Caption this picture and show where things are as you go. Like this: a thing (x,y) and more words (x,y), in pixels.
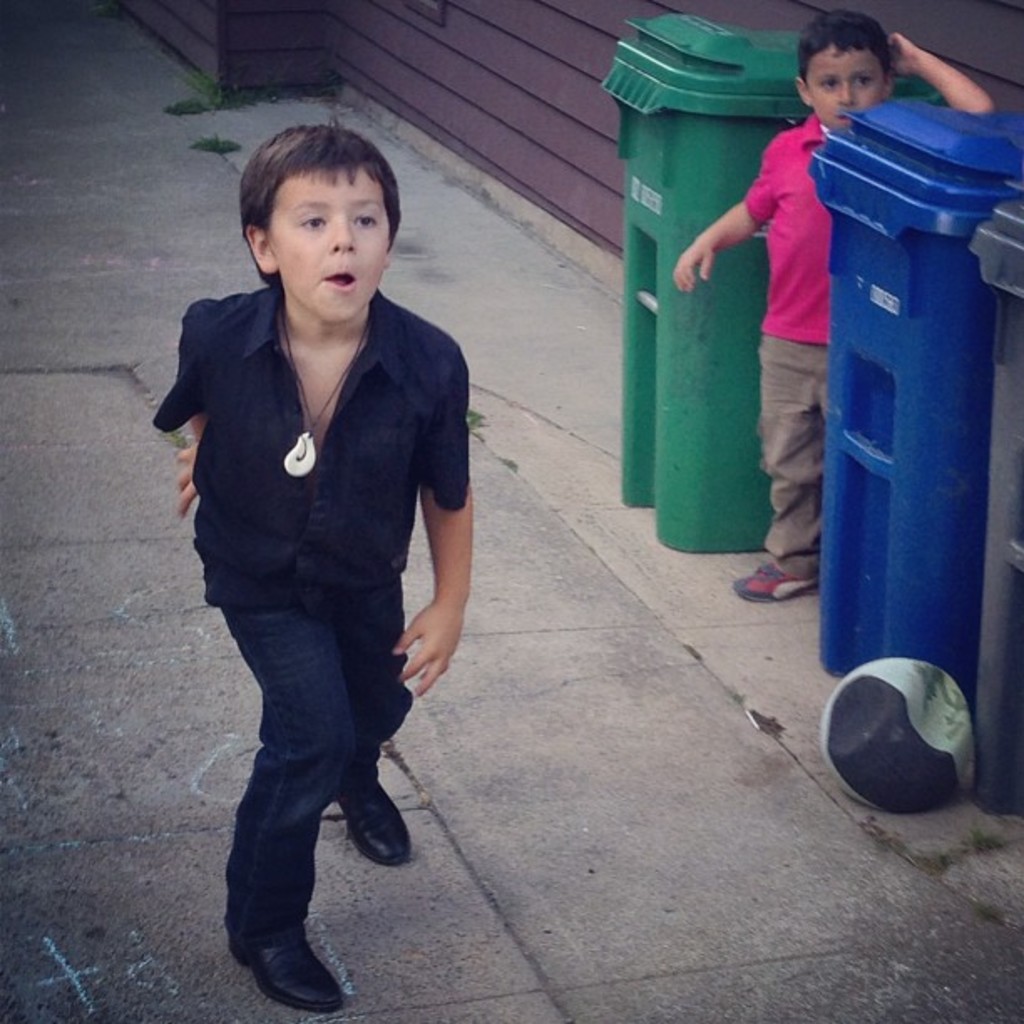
In the center of the image (381,383) we can see boy (295,550) standing on the road (152,871). On the right side of the image (869,471) we can see boy (777,196) and dustbins (702,281). In the background (451,74) we can see building (281,47).
